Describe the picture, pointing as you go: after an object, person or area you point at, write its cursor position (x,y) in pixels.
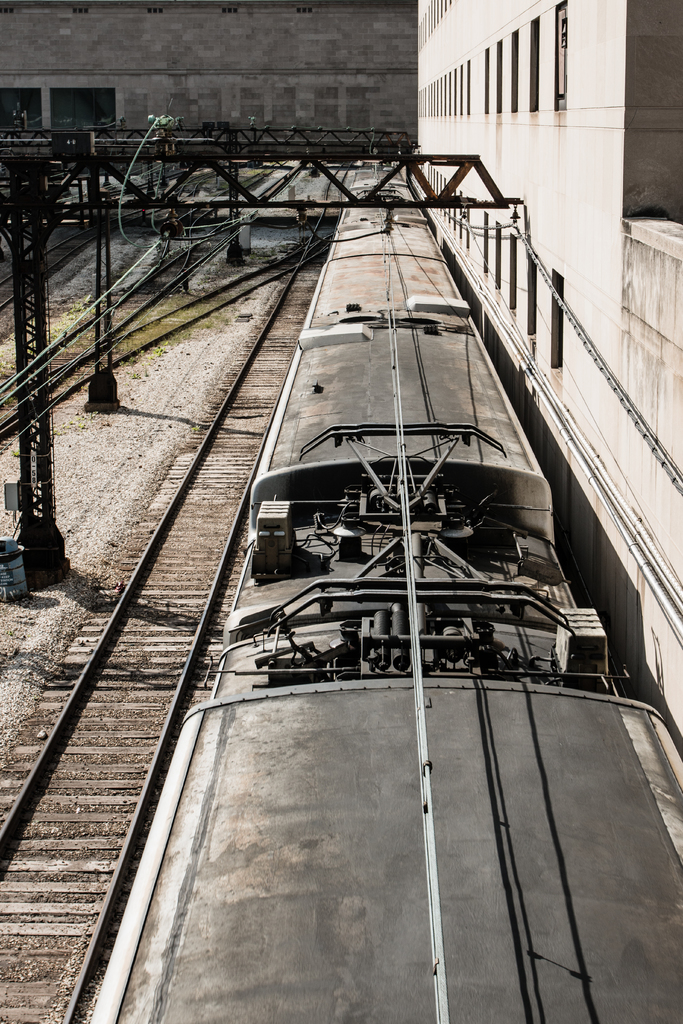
In this image we can see a train (379,650) on the track (84,962). There are pillars (200,153). In the background (370,11) we can see buildings (555,104).
